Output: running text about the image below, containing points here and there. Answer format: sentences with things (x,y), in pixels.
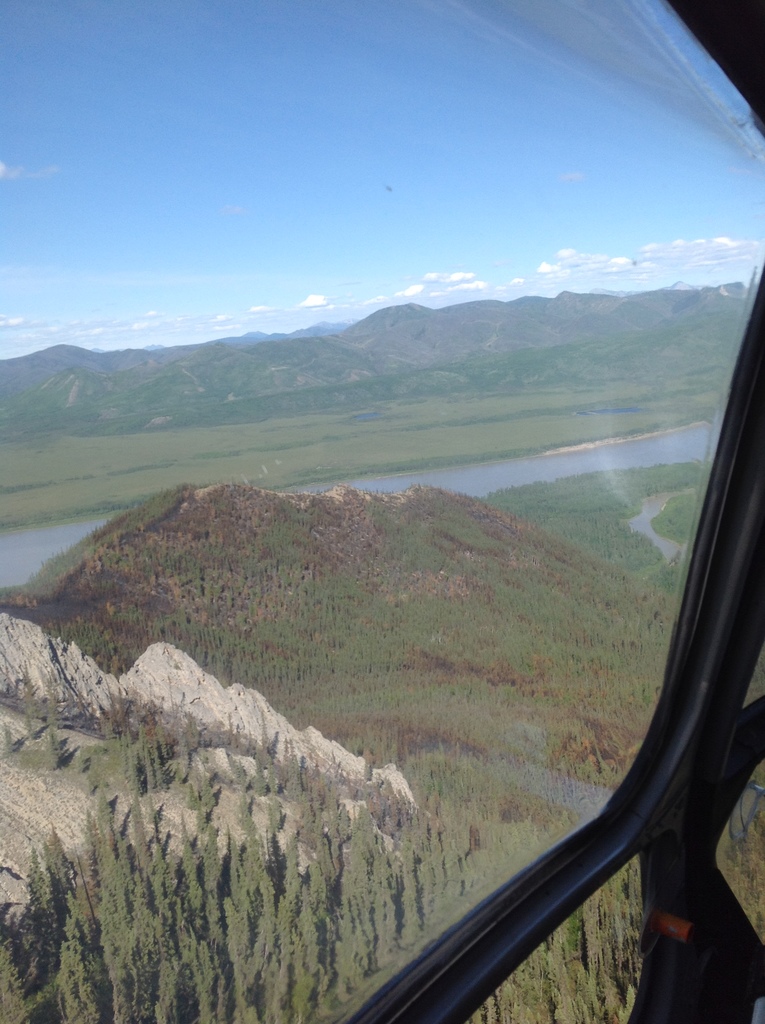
This image is taken from a helicopter, in this image there are mountain trees (332,572), river (548,465) and the sky (474,166).
